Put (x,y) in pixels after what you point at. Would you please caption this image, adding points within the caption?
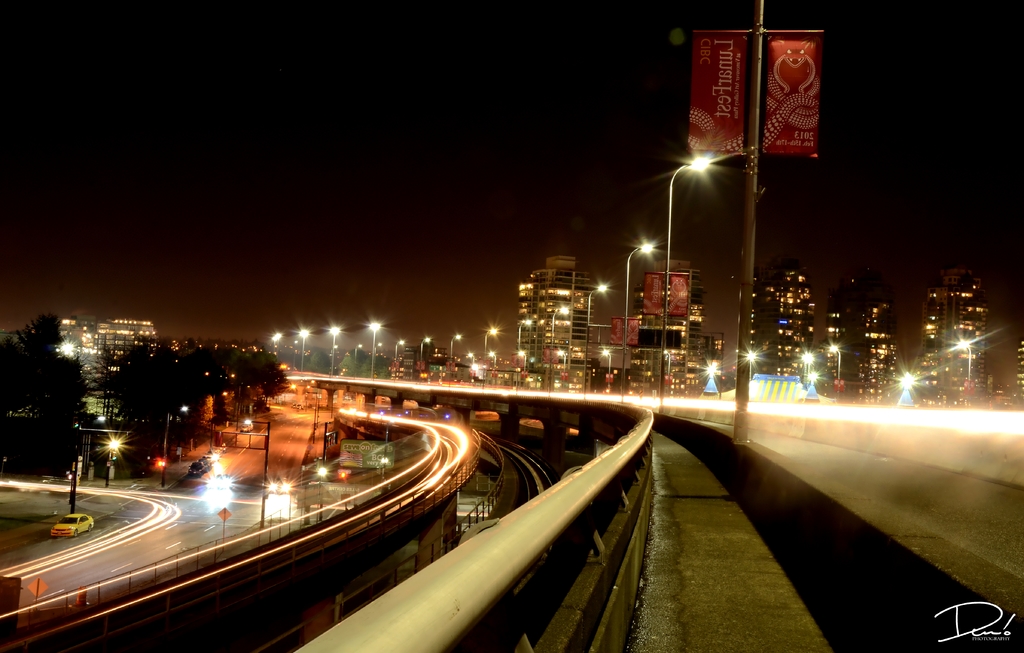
In this image we can see a cars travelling on the road (134,542), here is the light (25,570), here is the bridge (441,380), here is the street light (668,225), here are the trees (244,375), here are the buildings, here is the pole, at above here is the sky (104,266).
